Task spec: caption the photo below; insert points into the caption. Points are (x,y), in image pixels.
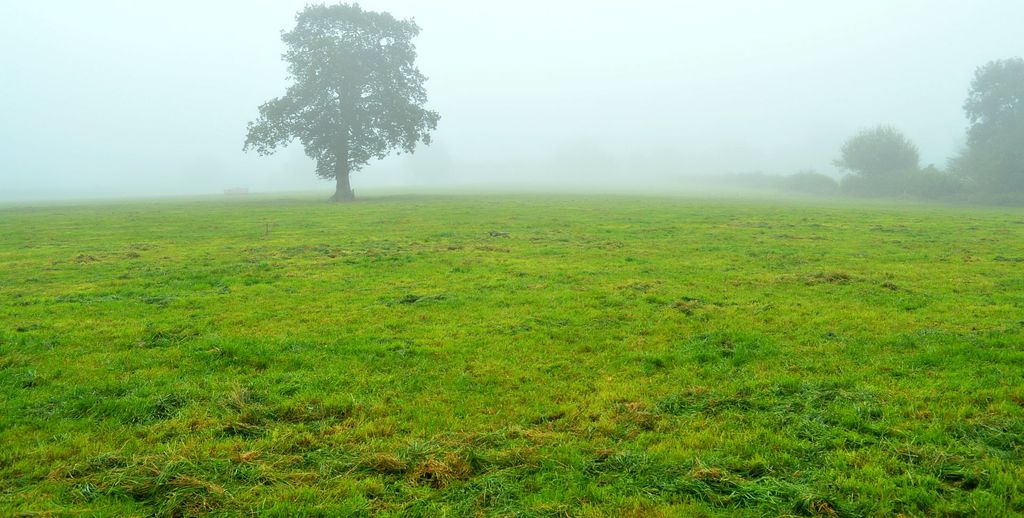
In this image I can see few trees (1015,129) and the green color grass (723,305). The sky (561,123) is in blue and white color.
